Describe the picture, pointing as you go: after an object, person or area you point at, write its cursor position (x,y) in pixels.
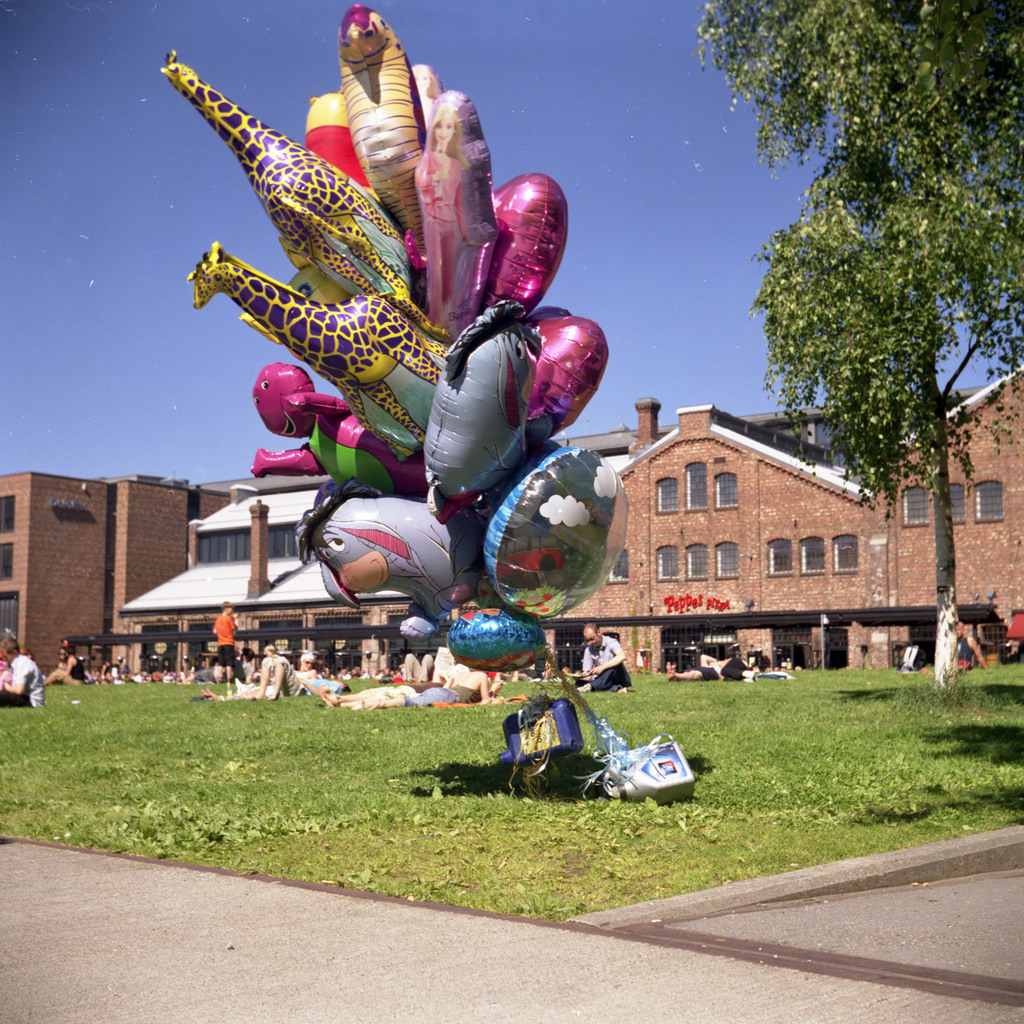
In the background (692,133) portion of the picture we can see the sky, buildings (754,497), windows (998,497). In this picture we can see the people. Few are resting on the grass (143,691). On the right side of the picture (897,121) we can see a tree (874,341). At the bottom portion of the picture (822,986) we can see the road (520,1009). This picture is mainly highlighted with the colorful inflatable objects (558,382).
